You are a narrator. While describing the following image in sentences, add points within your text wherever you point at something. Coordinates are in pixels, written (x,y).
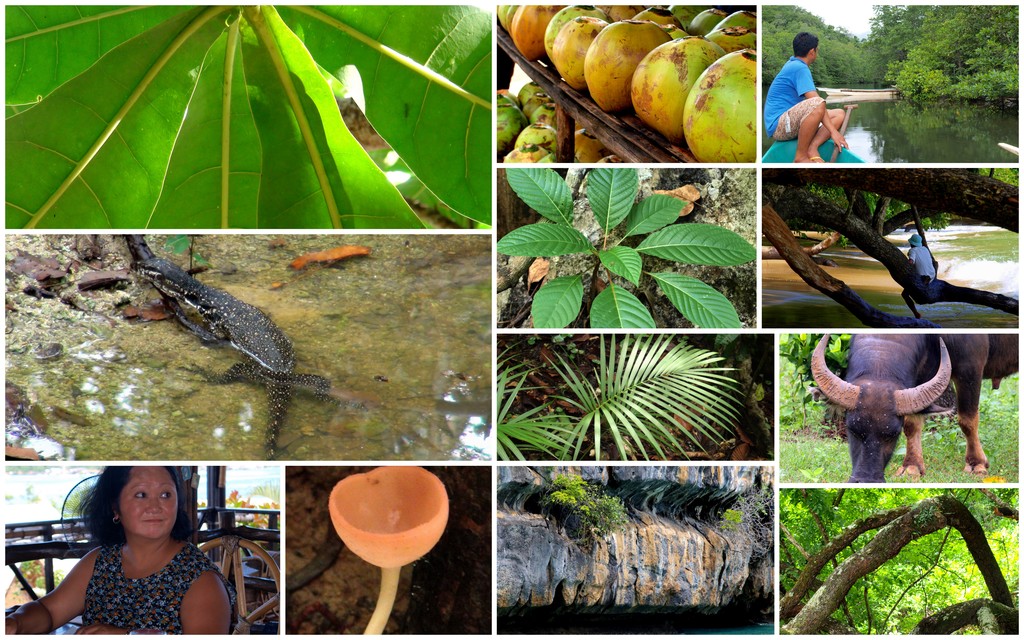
This image contains collage of photos. Left top leaves (207,82) are visible. Beside the coconuts (639,76) are on the table (616,133). Middle of the image (648,225) plants (613,195) are visible. Right side (918,265) there is a person (931,272) is sitting on the branch (903,276) of a tree (896,264). There is a person (808,89) on the boat (786,145) which is on the surface of the water (906,126). Before him there are trees (788,38). Right bottom there are trees (920,514). Right side (894,415) there is an animal (910,418) standing on the grassland (926,449) having plants (807,414). Left bottom there is a woman (160,601) sitting on the chair (237,584). Left side (190,301) there is a lizard (252,336) in the water (344,373). Bottom of the image (614,540) there is a rock (656,549) having trees (579,498).
